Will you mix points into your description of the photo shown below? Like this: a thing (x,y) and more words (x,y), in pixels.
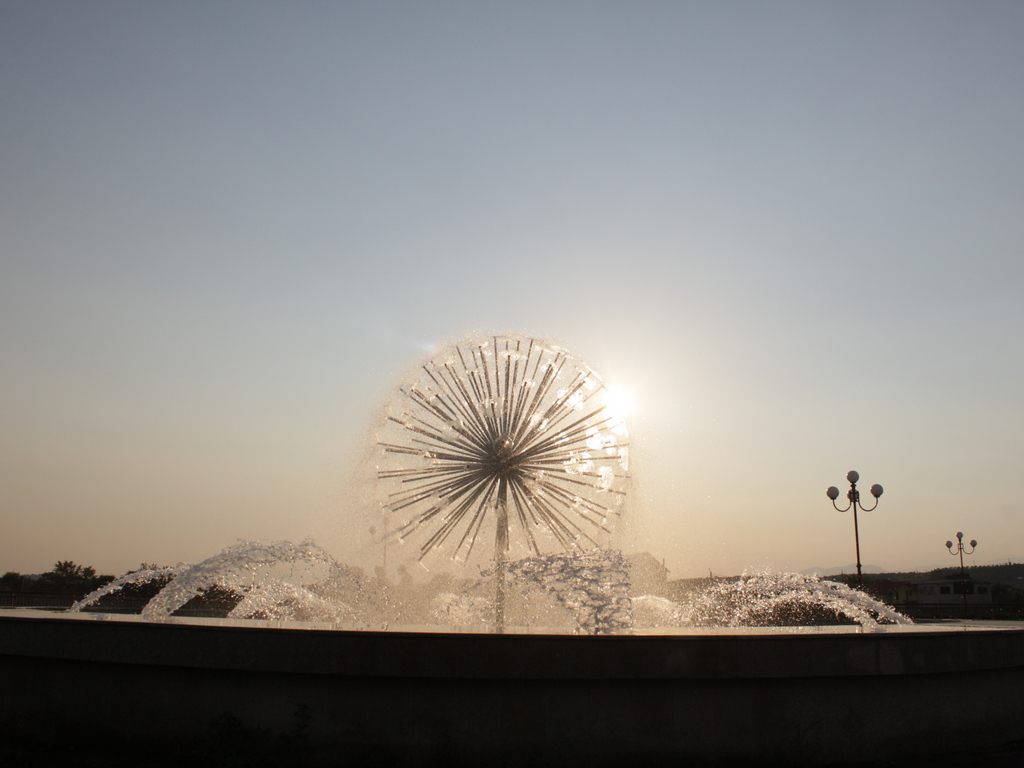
In the picture I can see street lights (856,493), the water (548,558) and some other objects (122,673). In the background (79,526) I can see trees (82,585), the sky (238,379) and the sun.
